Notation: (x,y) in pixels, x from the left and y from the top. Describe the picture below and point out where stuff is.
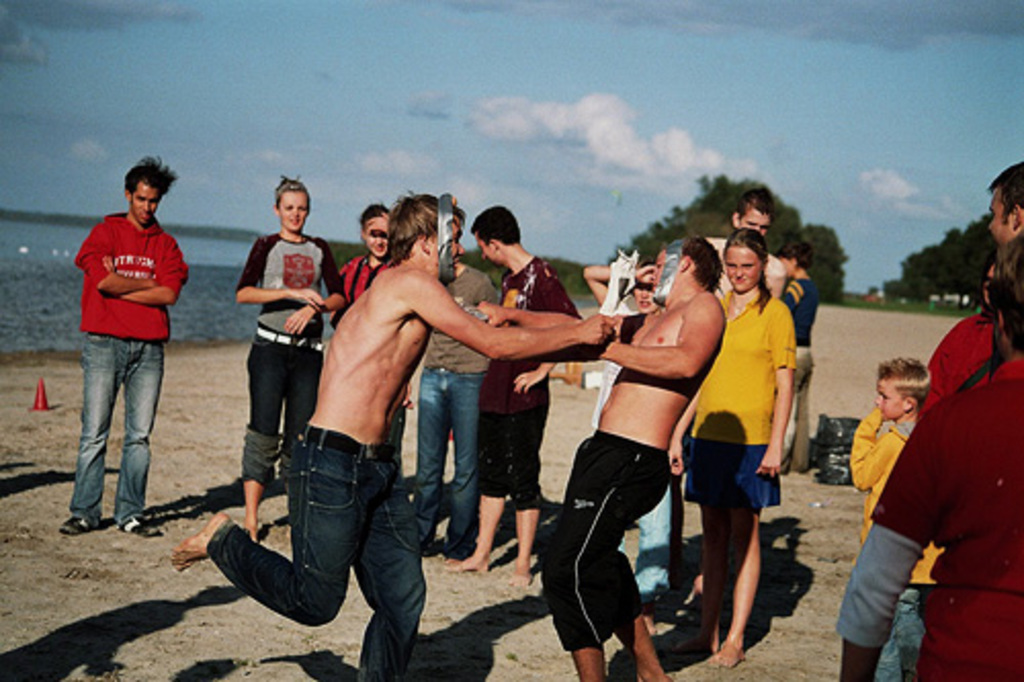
In this image few persons (455,417) are standing on the land (445,608). A person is running on the land (541,628). He is holding an object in his hand (591,316). Left side there is a cone (40,403) on the land (67,391). Left side of the image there is water (5,291). Right side (707,205) there are few trees (897,296). Top of the image (584,148) there is sky (609,116) with some clouds (564,109).
